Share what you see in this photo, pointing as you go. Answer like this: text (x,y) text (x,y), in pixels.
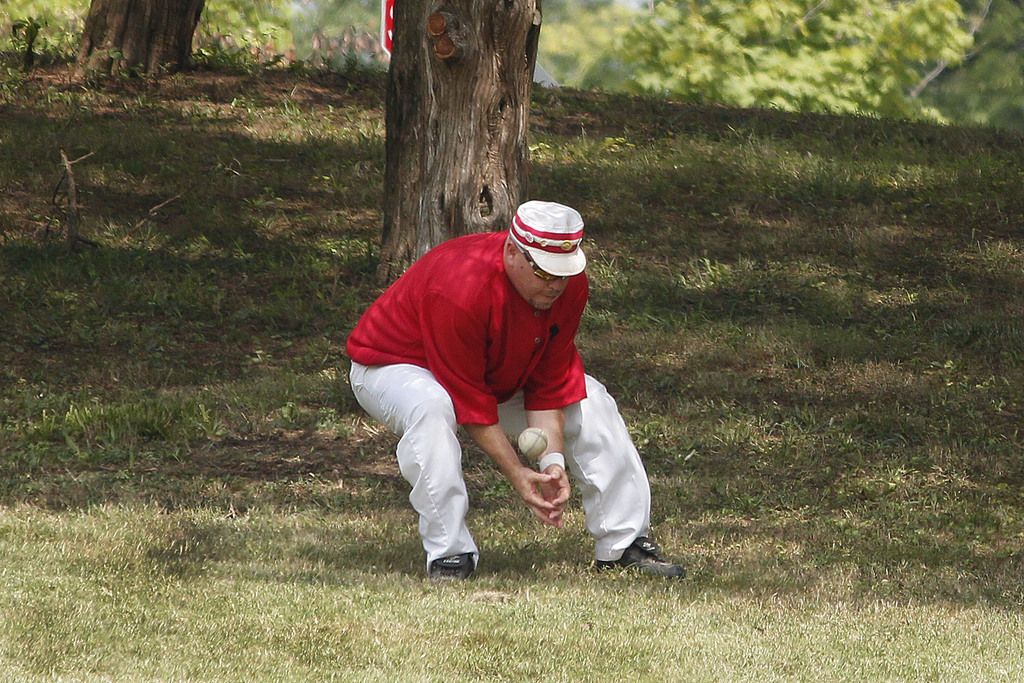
As we can see in the image there is grass (305,253), tree stem (160,40), trees (950,22), ball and there is a person (494,380) wearing red color t shirt (488,339) and hat (556,267).
